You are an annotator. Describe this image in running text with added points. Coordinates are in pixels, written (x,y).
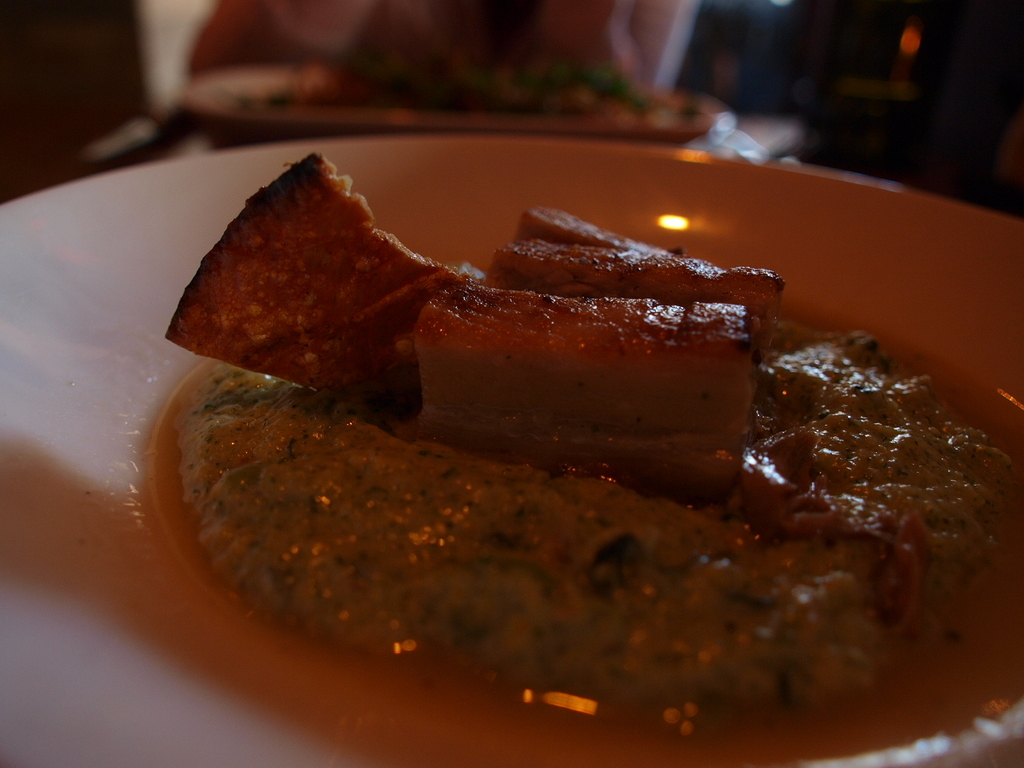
In the foreground of this picture (174,208) we can see a platter (21,340) containing some food items (579,267). In the background (515,26) we can see some other objects (635,77).
